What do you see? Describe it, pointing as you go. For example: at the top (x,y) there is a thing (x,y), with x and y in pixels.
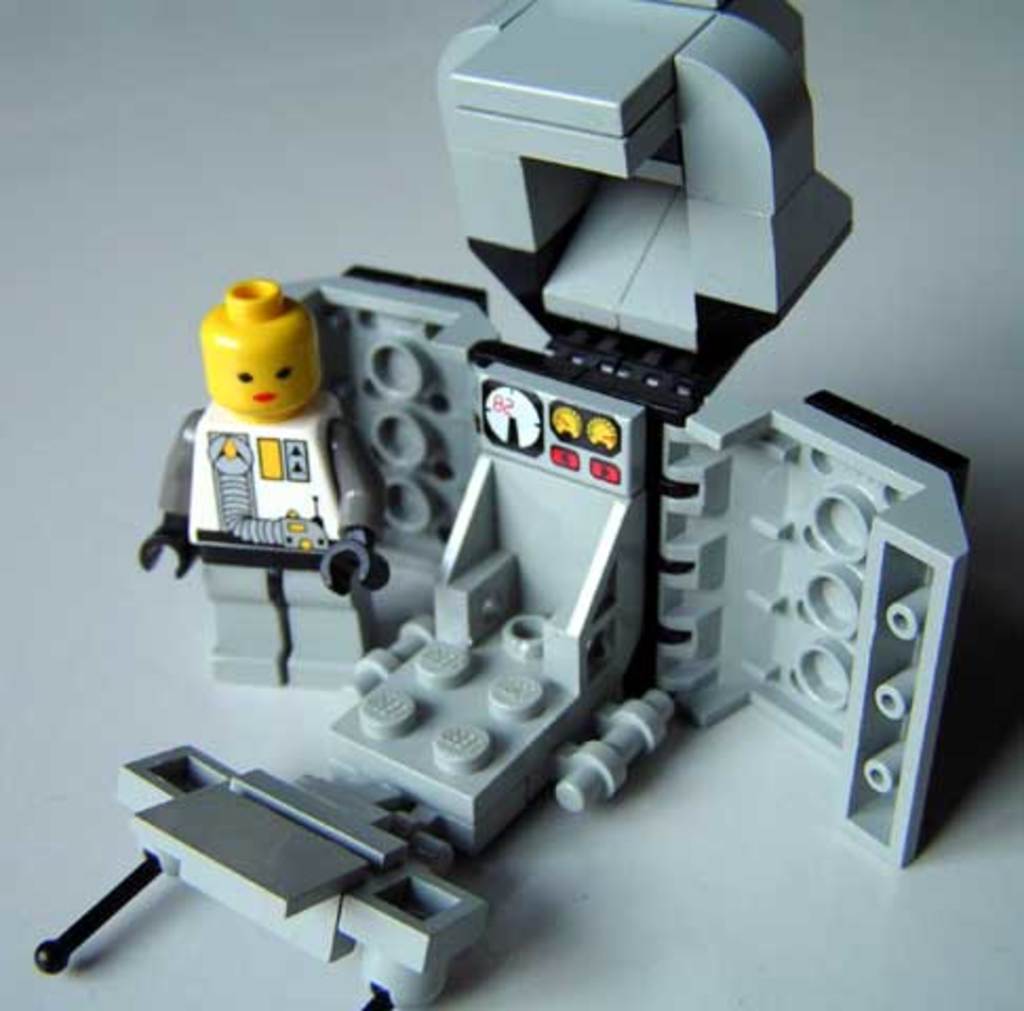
In this picture we can see toys (268,484) made of Lego bricks (360,545) on the surface (975,180).
